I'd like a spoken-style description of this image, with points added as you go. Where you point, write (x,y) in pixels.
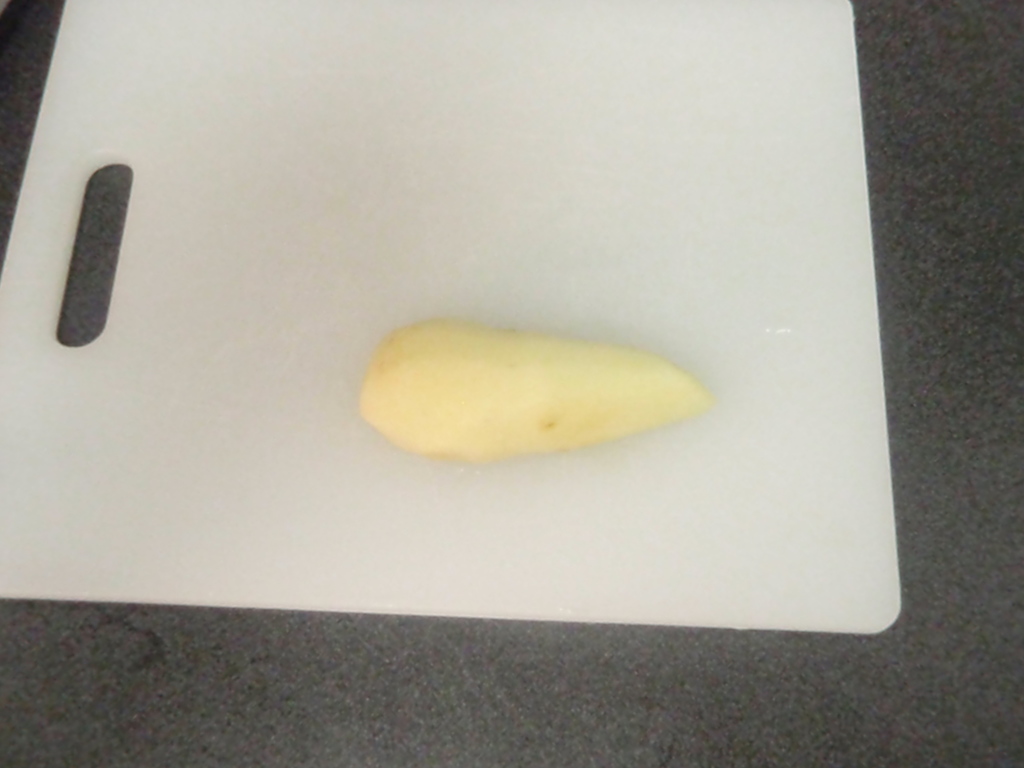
There is some vegetable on a chopping board (782,145).
